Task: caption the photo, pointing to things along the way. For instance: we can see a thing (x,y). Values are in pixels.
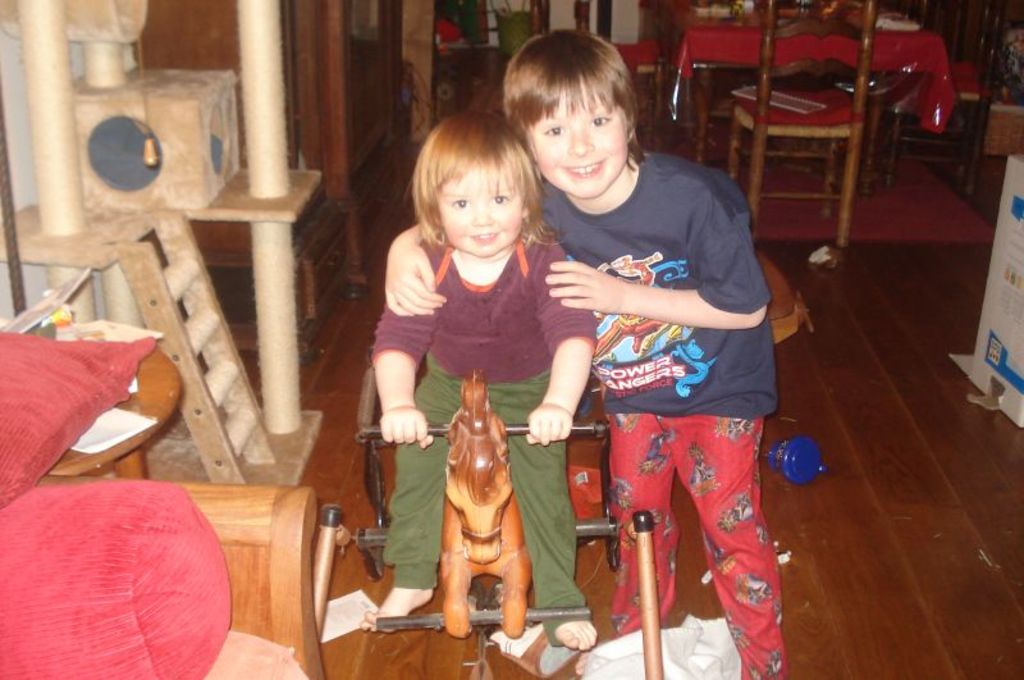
In this image there are two kids (570,278) in the middle (556,293). The kid (495,297) on the left side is sitting on the toy (488,447). The kid (596,229) on the right side (694,309) is holding the kid (473,277) who is sitting on the toy (483,440). In the background (723,46) there is a table (711,43) and there are chairs (760,95) around it. On the right side (1001,242) there is a box (991,315). At the bottom (605,658) there are covers (619,649) on the floor (869,623). On the left side (173,492) there is a sofa (257,594) on which there are pillows (60,541). In the background (322,120) there is a cupboard (329,82). Beside the cupboard (324,103) there is a small ladder (218,322) and a box (176,132).
